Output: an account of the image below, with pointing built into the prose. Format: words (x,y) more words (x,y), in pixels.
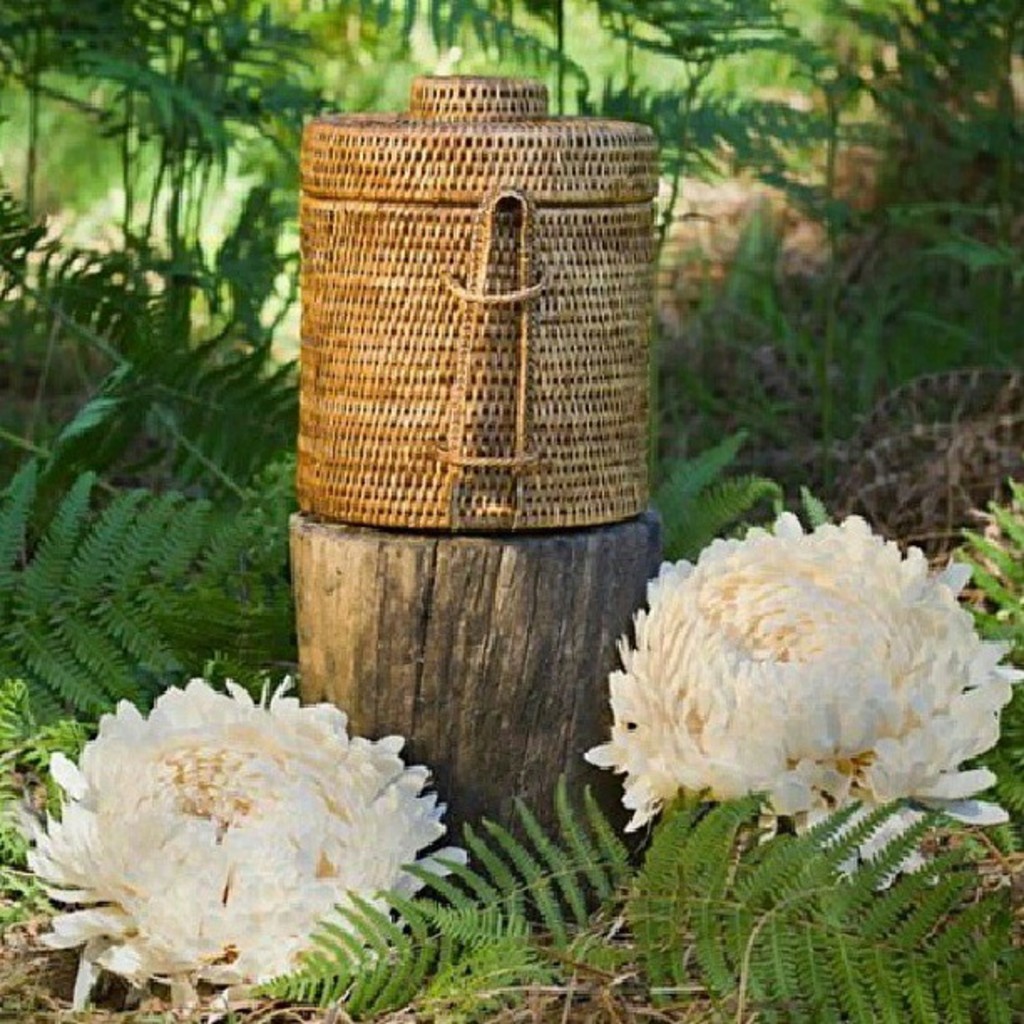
In this image in the center (417,403) there is one basket (390,359) and a wooden pole (419,611), at the bottom (803,690) there are some flowers (768,727) and plants (151,641). In the background (299,138) there are some trees (732,118).
